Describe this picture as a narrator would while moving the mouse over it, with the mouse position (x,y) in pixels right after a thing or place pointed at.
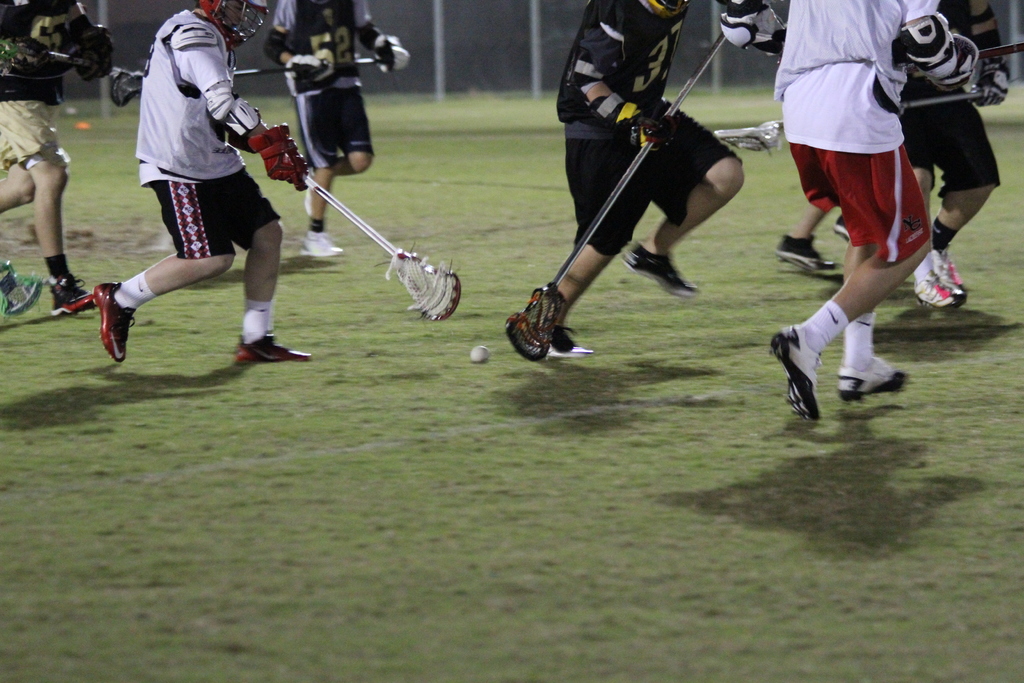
This is a playing ground (517,267). Here I can see few people (388,34) wearing sports dresses (250,185), holding sticks (327,198) in their hands (301,184) and playing with a ball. In the background (497,58) there is a net fencing (468,24).
